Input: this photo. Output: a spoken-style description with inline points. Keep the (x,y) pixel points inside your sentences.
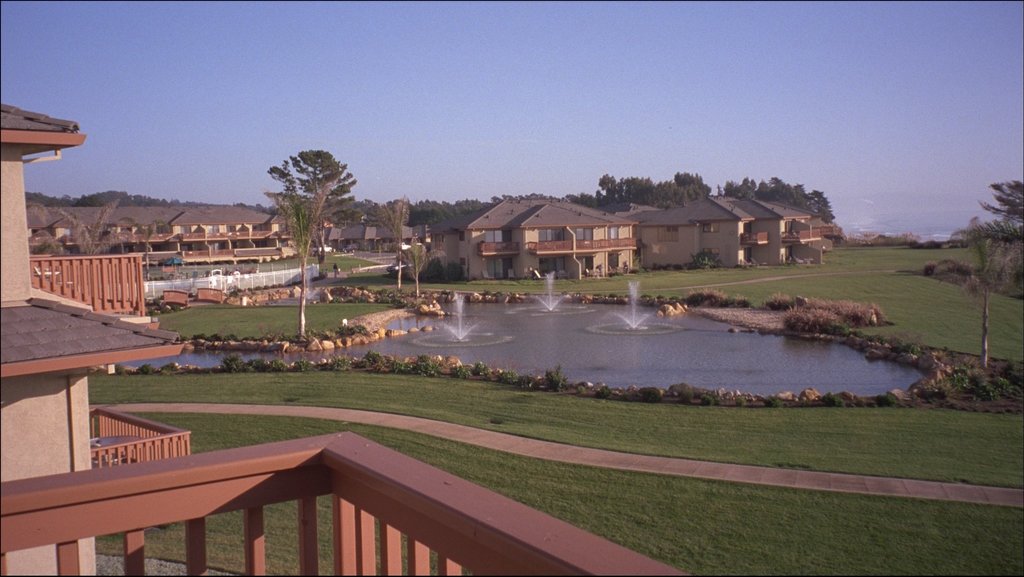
In the image we can see there are many buildings (147,335) and trees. Here we can see a path (768,470), grass (848,472), water fountain (466,329) and a pale blue sky (460,65).
